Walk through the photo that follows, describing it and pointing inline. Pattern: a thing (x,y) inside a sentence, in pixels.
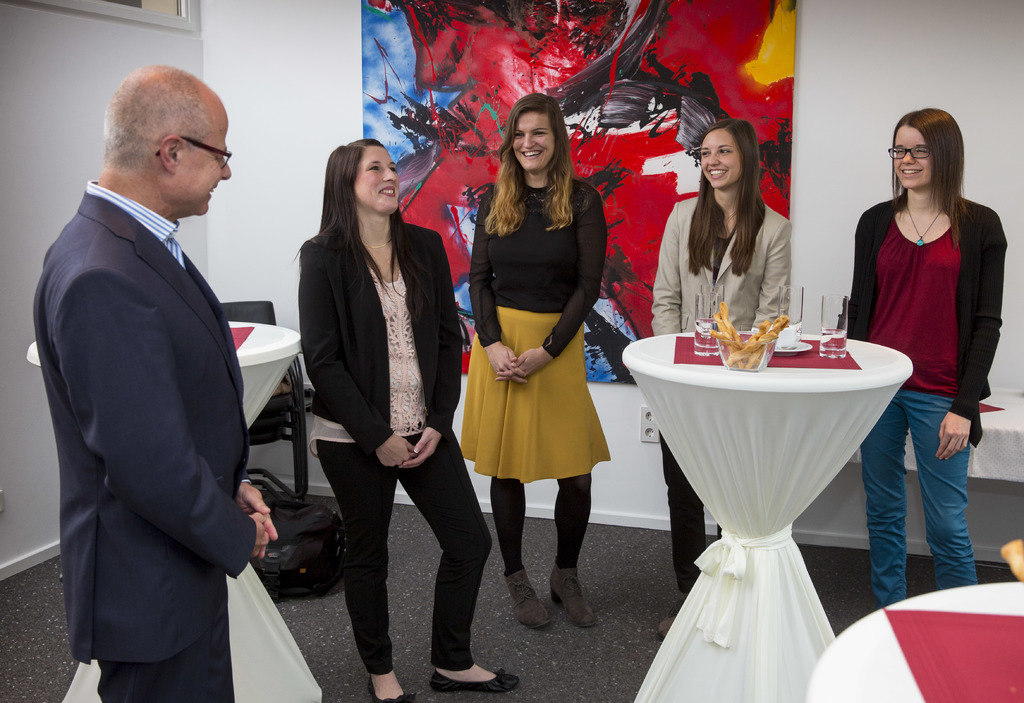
In this image we can see few people (491,275) standing. Some are wearing specs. There are stands (263,356). On the stand (820,479) there is a red color mat (694,355), glasses (706,343), bowl (742,339) with food items (756,336) and some other items (788,345). In the back (331,57) there is a wall (331,57) with a painting (677,72). In the back (289,421) there are chairs (276,427). On the floor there is a mat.
